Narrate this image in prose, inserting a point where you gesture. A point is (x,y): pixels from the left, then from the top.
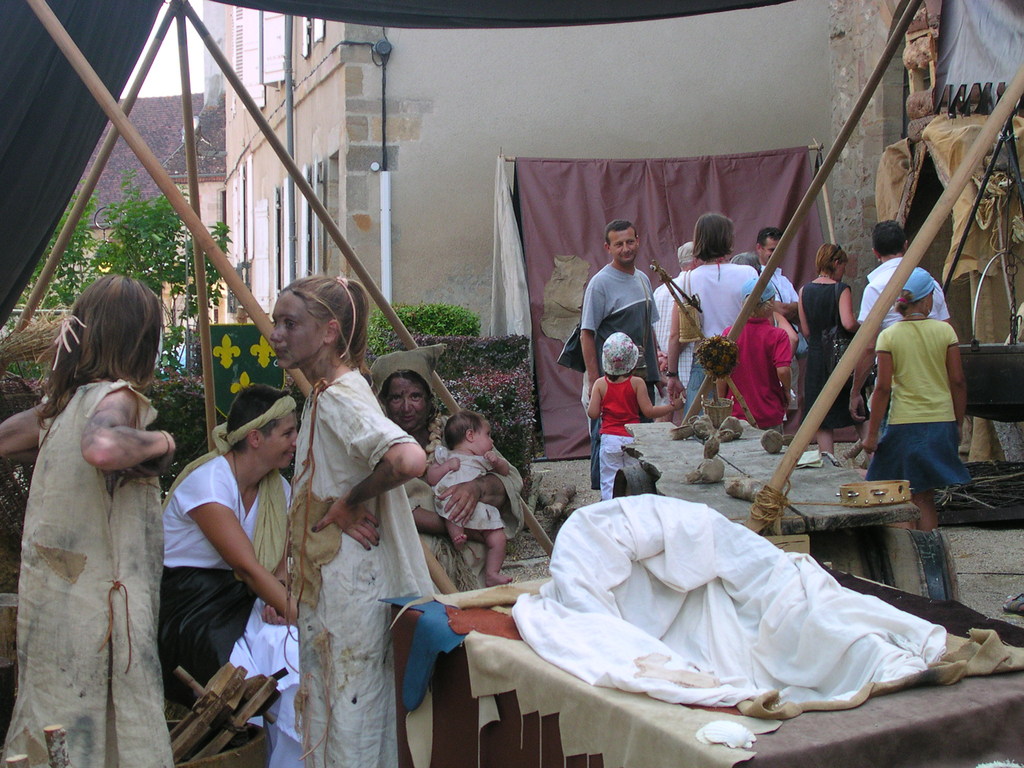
To the left side of the image (292,448) there are people (271,495). In the background of the image (310,62) there is a building (251,39). There are plants (462,322). There are people (598,336) standing. To the right side of the image (763,479) there are tables (425,673) with objects (715,525) on it. There are bamboo sticks (127,113). At the top of the image (124,19) there is tent cloth (150,9).
